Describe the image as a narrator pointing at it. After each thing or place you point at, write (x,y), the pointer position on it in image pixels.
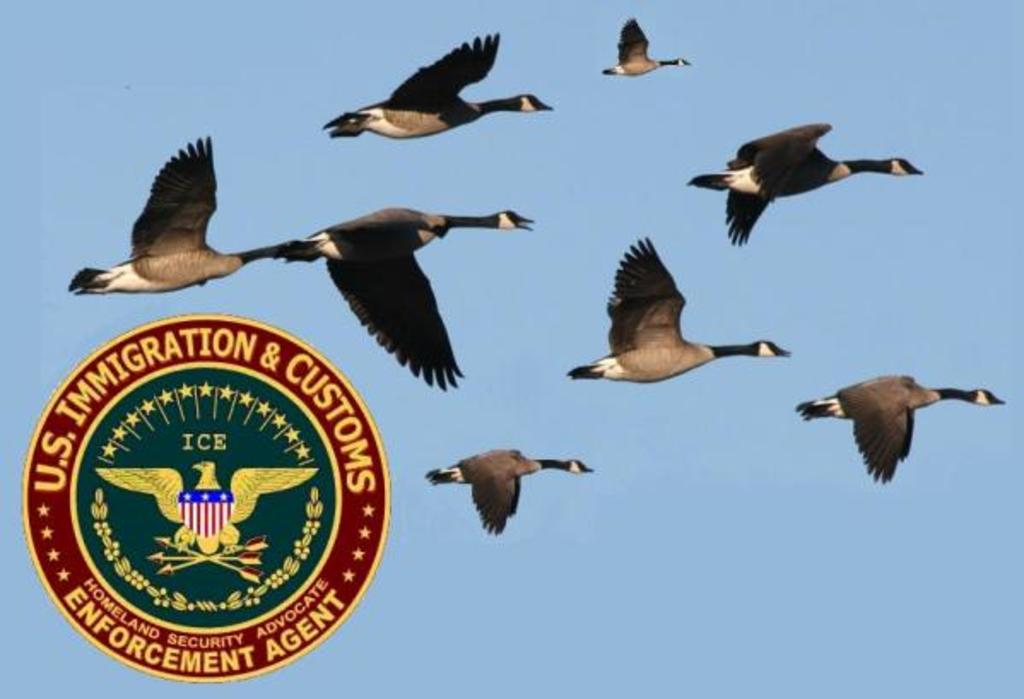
In the center of the picture (412,235) there are birds (670,357) flying. On the left (183,447) there is a logo (244,389). Sky (244,164) is sunny.
